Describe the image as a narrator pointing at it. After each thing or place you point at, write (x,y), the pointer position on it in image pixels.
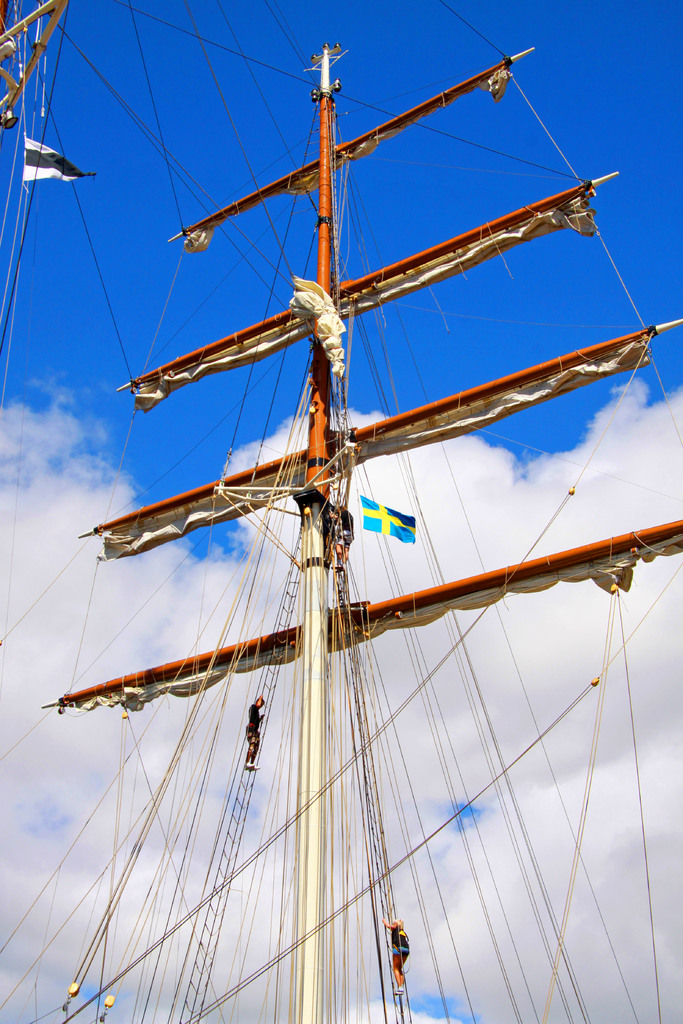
In this image I can see ship pole (325,488). We can see three person (344,536) climbing. I can see flag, cloth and wires (223,102). The sky (233,94) is in blue and white color.
